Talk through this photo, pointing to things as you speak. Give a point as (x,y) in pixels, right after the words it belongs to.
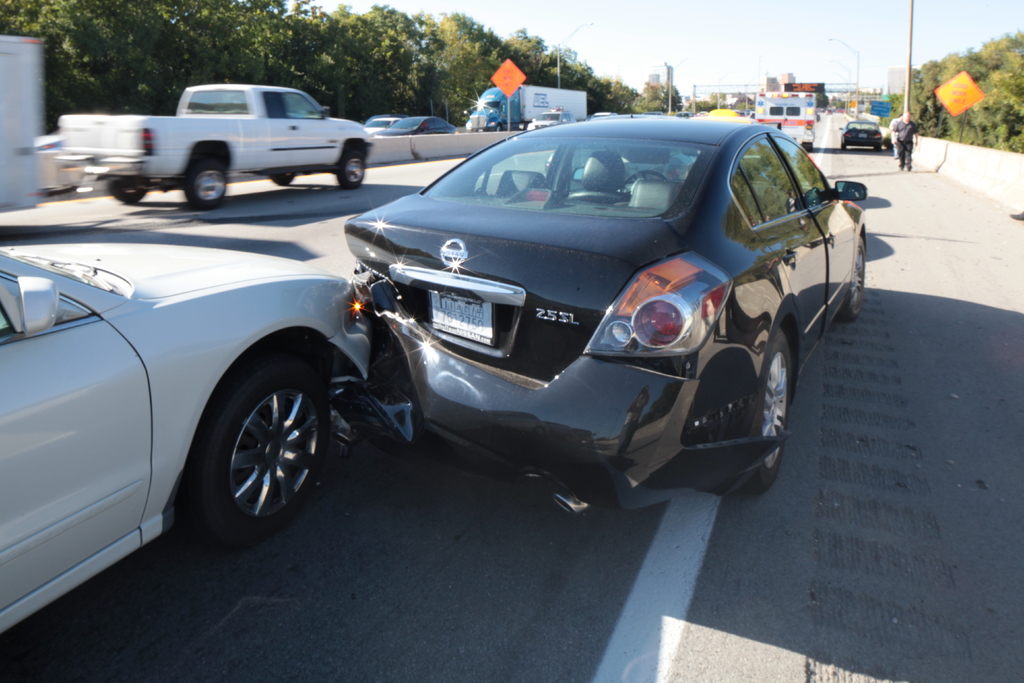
In the picture two vehicles (231,363) were clashed and around that vehicle's (141,247) there are some other vehicles (408,117) moving on the road (82,231), in the background (295,42) there are many trees (988,76).
